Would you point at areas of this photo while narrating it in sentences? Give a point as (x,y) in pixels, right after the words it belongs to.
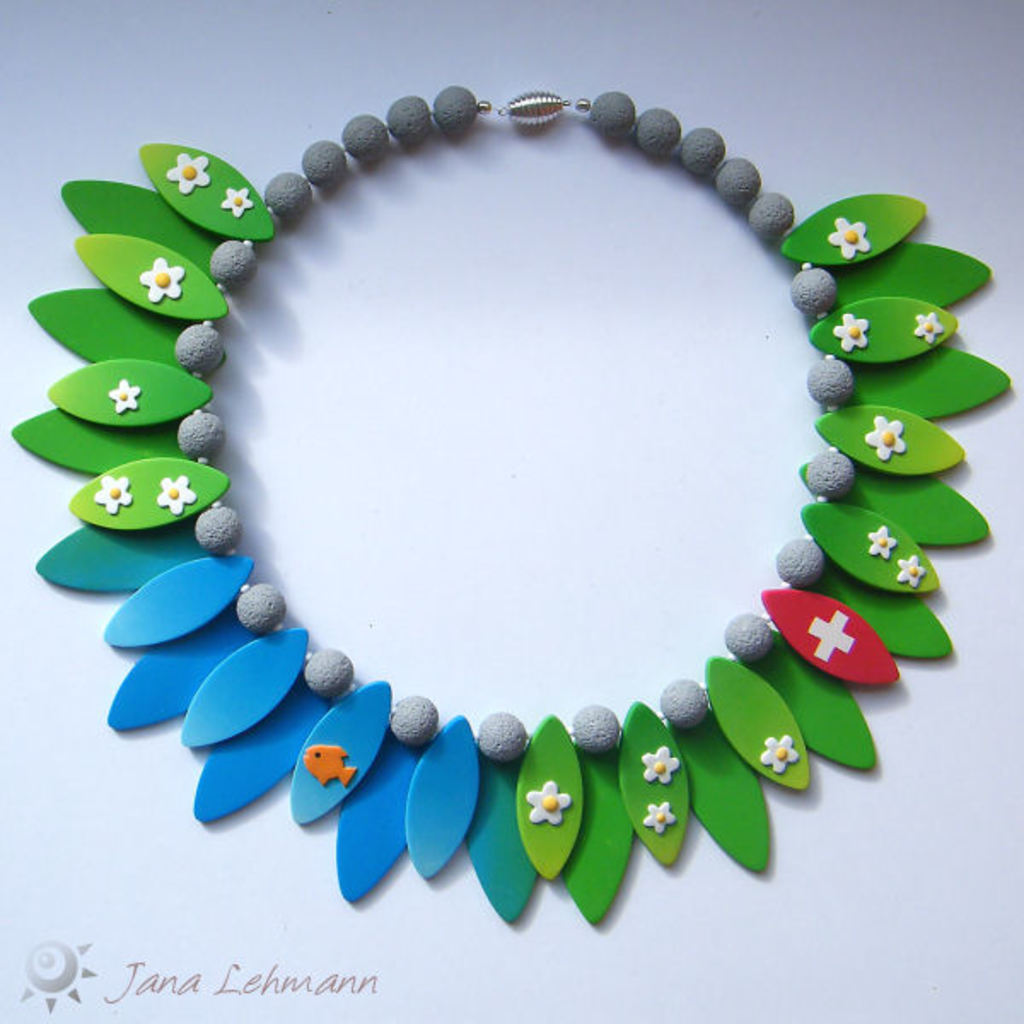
In this I can see the colorful jewellery (875,400) on the grey color surface (733,296). The jewellery (215,308) is in green, red, blue, orange and white color.
